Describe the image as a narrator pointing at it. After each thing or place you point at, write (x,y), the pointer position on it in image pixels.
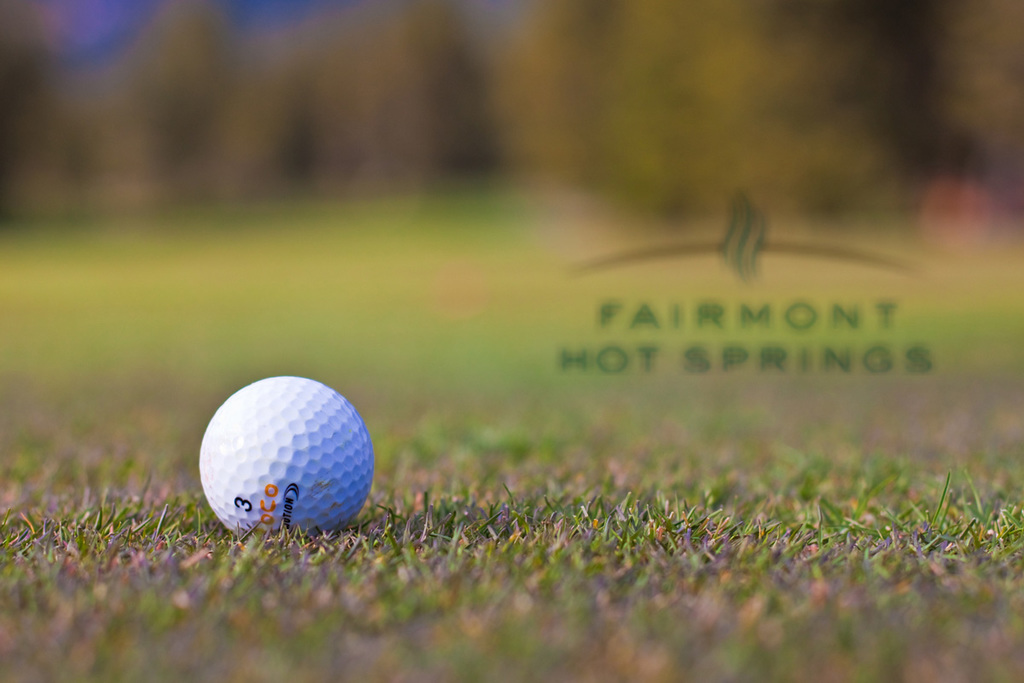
The picture consists of a golf ball (332,400) on the grass (146,561). The background (137,47) is blurred.
